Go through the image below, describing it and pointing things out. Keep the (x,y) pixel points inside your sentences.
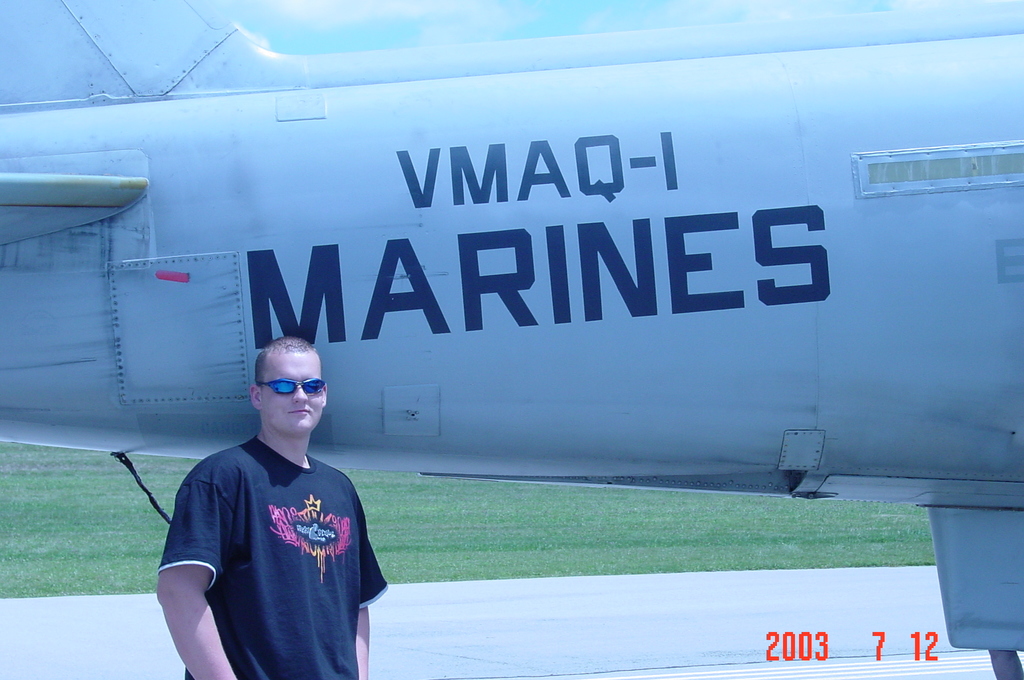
In this image we can see a person (355,493) standing. On the backside (352,478) we can see some grass (395,518) and a part of the plane (498,370). On the bottom of the image (876,644) we can see some numbers (821,658).
